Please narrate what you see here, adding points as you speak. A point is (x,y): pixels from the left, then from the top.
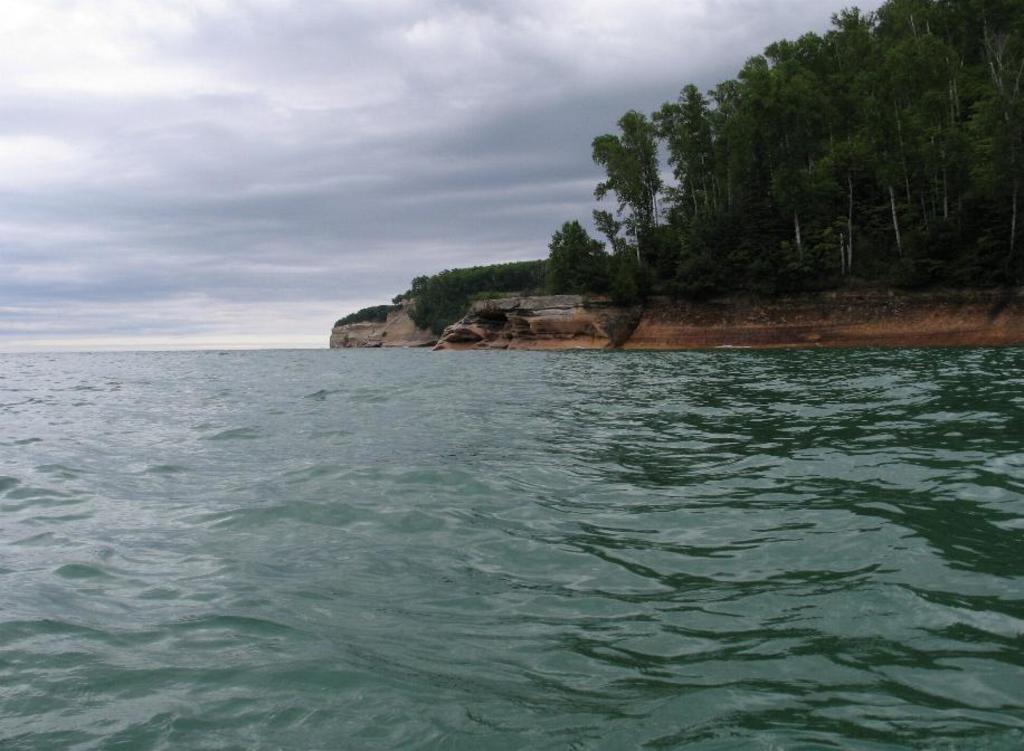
In this image I can see the water (423,505). In the background (506,324) I can see the mountains (521,313), many trees (549,285) and the sky (336,194).
